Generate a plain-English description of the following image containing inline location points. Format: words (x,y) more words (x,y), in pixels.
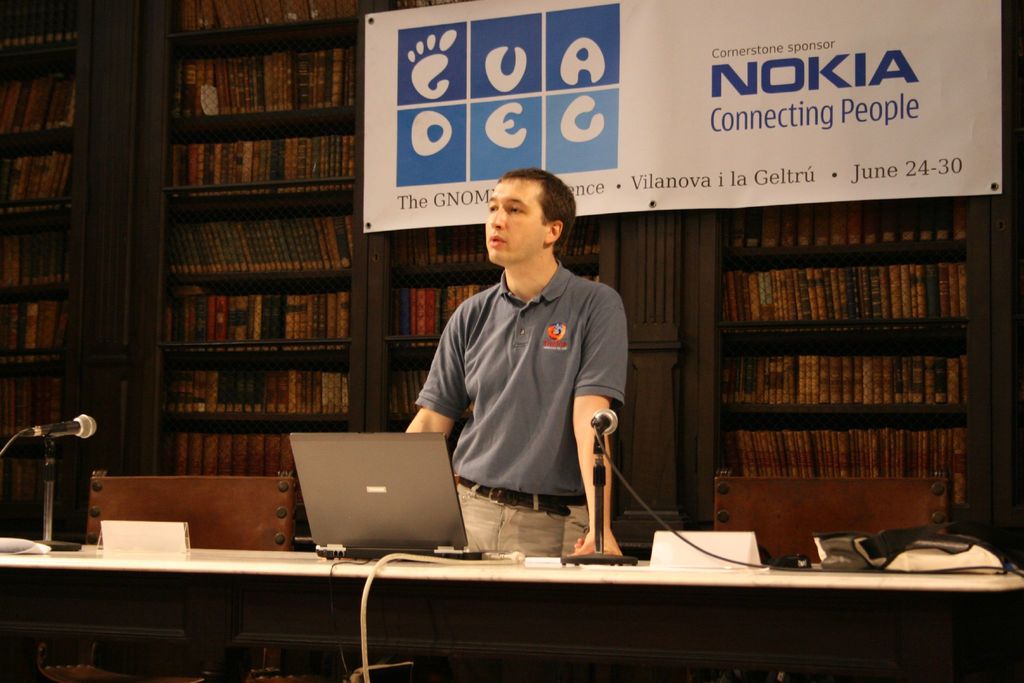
In the image we can see there is a person (547,475) who is standing and on table (818,569) there is laptop (421,538), mic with a stand (600,497) and a jacket (944,571) and at the back (202,212) there is shelf (374,317) in which there are books (326,302) and there is a banner (633,149).
